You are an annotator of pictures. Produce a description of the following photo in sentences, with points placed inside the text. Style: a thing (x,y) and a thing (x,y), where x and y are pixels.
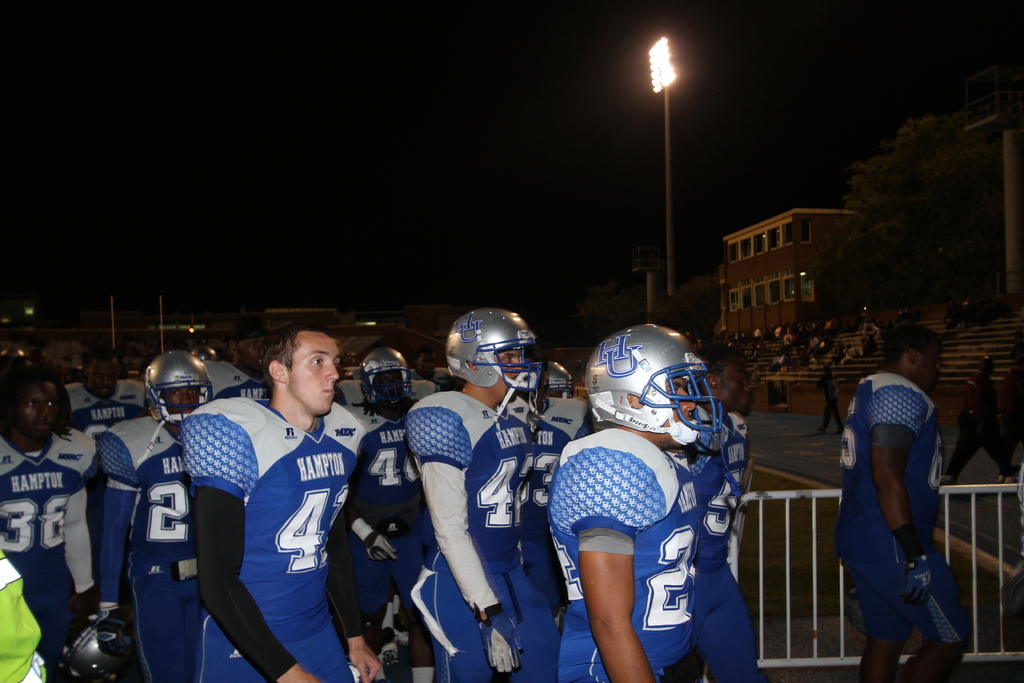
In this image in the foreground (46,385) there are few peoples (208,360) wearing helmets (599,411), fence (841,597) visible, at the top (379,117) there is the sky (632,102), in the middle (650,296) there are buildings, poles (1007,270), on the right side (859,227) there is a building (759,290), tree (966,211), staircase (855,359), on which there few people (757,329).
